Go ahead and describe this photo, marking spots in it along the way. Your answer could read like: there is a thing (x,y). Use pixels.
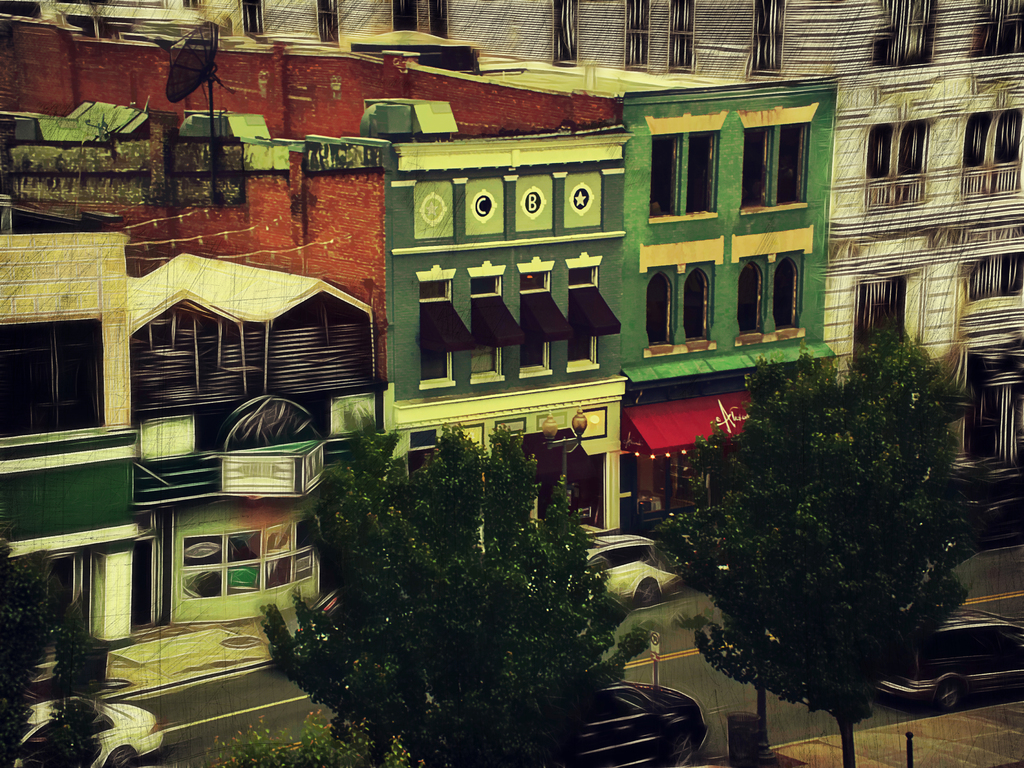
By seeing this image, we can say that this is a painting. There are lots of building (51,23) here and lots of trees (358,576) and cars (998,659) over here.
